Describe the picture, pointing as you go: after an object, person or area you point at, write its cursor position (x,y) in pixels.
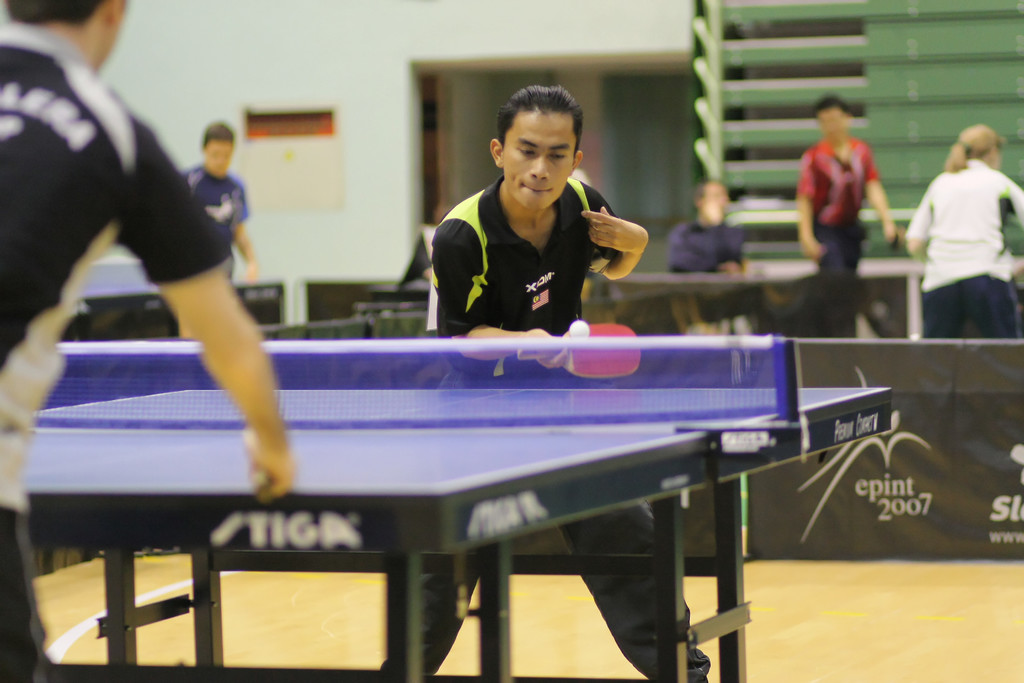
In this image these are the two persons (276,414) playing table tennis. and there is a table (643,472) and back side there are the 3 persons (964,207) standing and there is a entrance gate (573,59) visible and there is a wall (315,102) and there is a window (315,127).
